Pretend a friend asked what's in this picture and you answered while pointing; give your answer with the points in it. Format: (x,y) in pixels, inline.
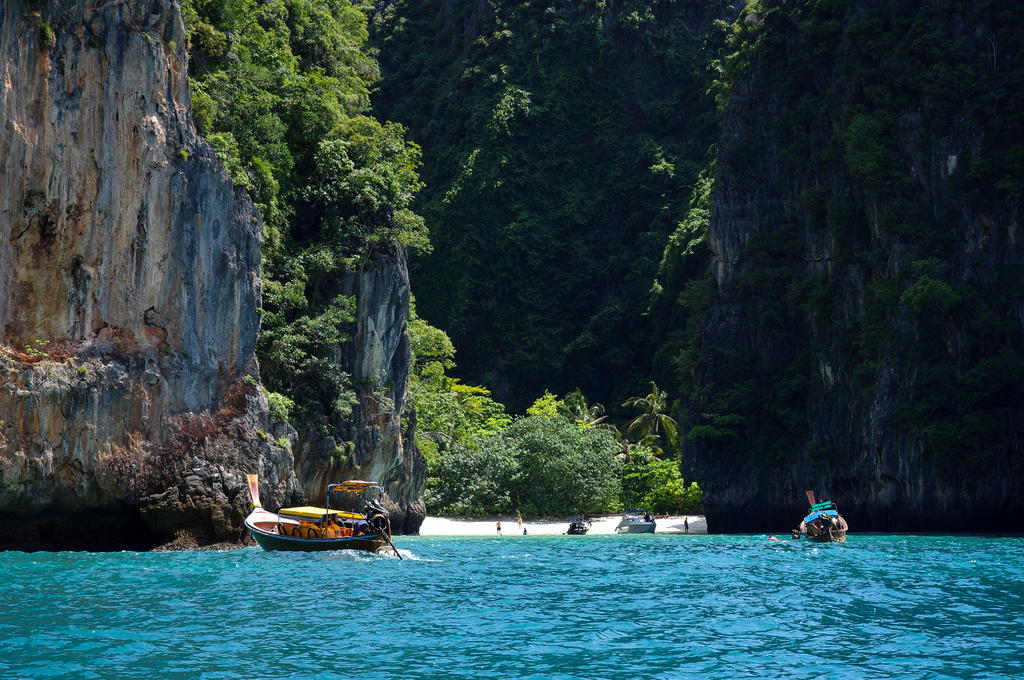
In this image, we can see some mountains (363,446), trees (555,453), boats (262,524), few people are inside the boat (569,531), few are in the middle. At the bottom (814,667), we can see sea (483,590).
